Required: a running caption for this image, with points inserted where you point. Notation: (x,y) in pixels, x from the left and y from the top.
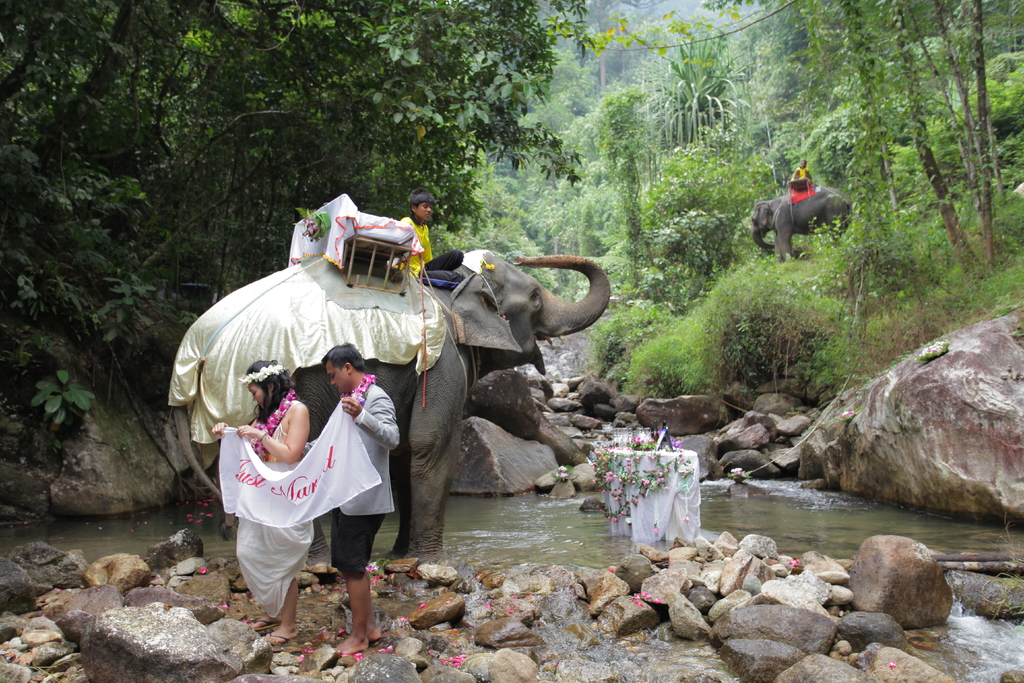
It looks like a vacation spot (597,210), there are two elephants (453,317), in front of the first elephant (312,527) there is a couple (278,582), on the elephant (494,271) a person (418,265) is sitting, there is a stream (590,541) beside the elephant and there is a table (659,483) placed on the stream (653,642) there are a lot of rocks (796,581) and hills (884,360), in the background (701,288) there are big trees (664,199) and also many bushes (114,336).
